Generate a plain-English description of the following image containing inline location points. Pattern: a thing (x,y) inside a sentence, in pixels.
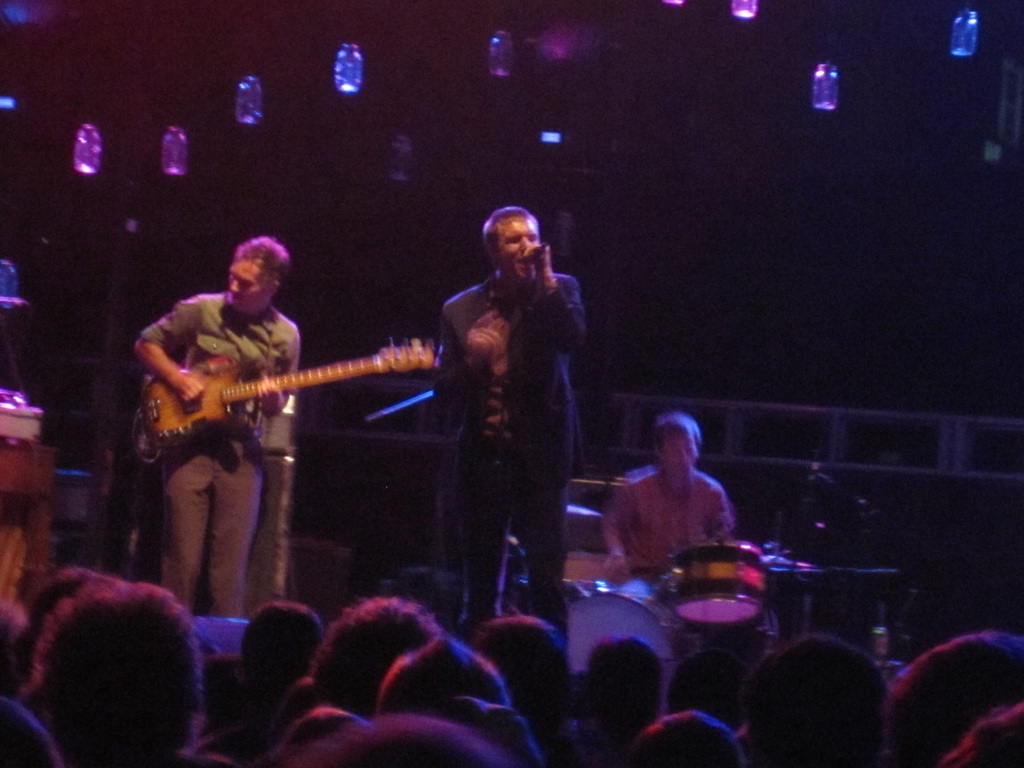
These two persons (260,399) standing. This person (278,361) holding guitar (434,361). This person (539,294) holding microphone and singing. This person (640,472) sitting and playing musical instrument (726,598). These are audience (502,695). On the top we can see lights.
